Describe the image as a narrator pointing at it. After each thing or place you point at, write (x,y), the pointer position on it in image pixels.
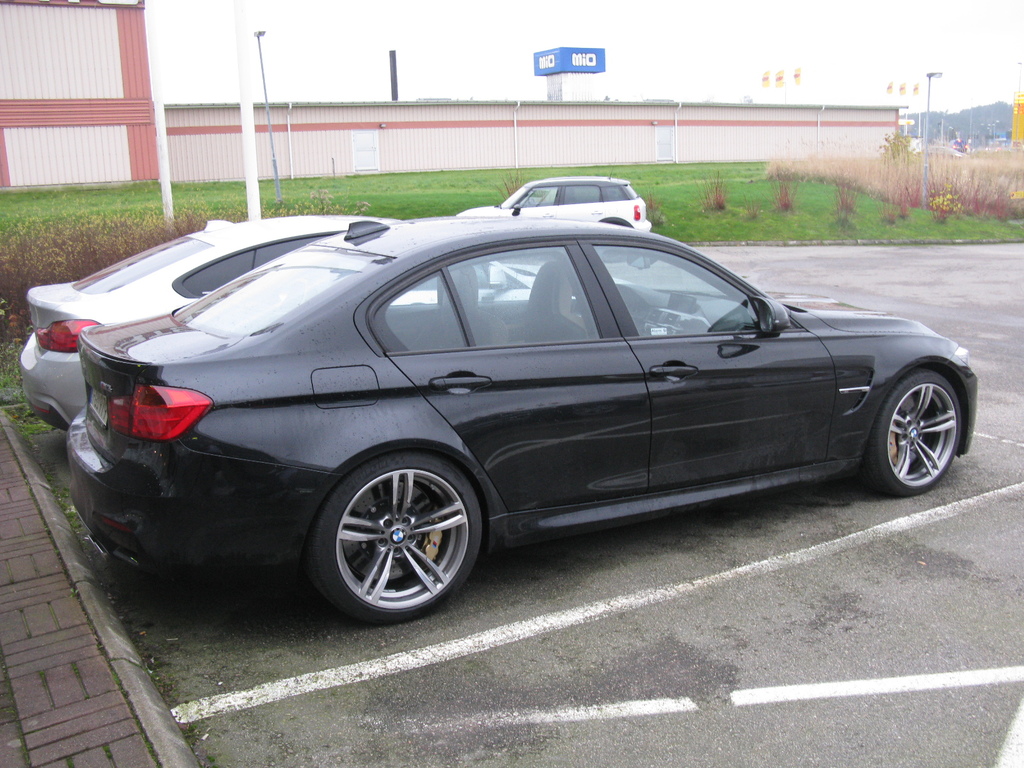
On the left side (78,623), there is a footpath (20,531) near vehicles (461,222) which are in different colors parked on the road (712,563) on which, there are white color marks (244,691). In the background (671,118), there is a white color vehicle (622,219), there are poles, plants (716,208) and grass (864,199) on the ground (813,194), there is a shed (16,64), mountain (1011,110) and there is sky (763,42).
